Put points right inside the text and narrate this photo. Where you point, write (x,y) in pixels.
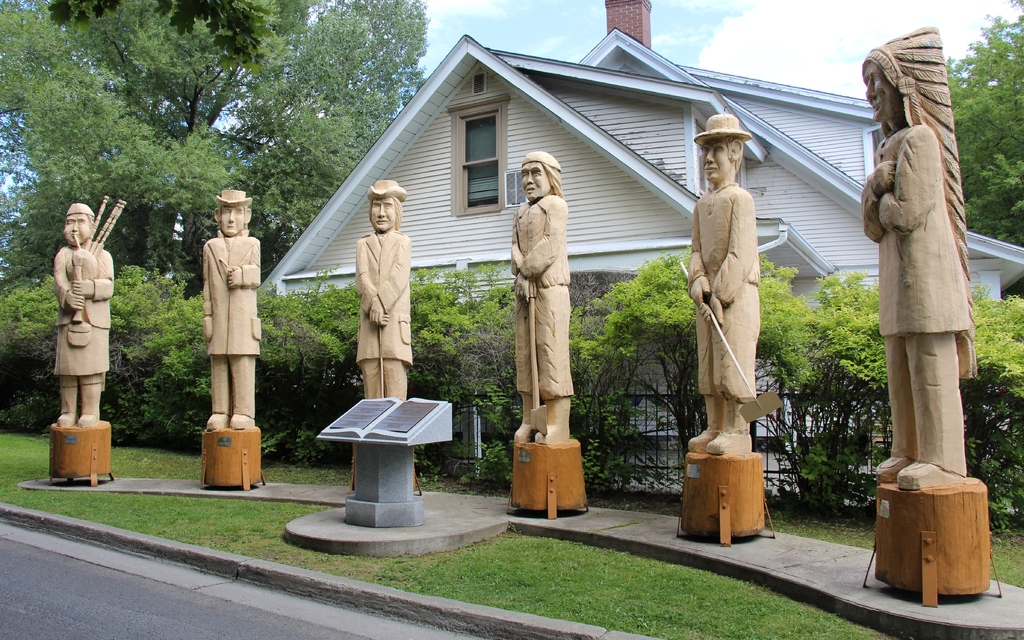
In this picture, we see the wood carved statues (524,317). In the middle of the picture (370,401), we see a stone carved table (377,456) on which a book (392,415) is placed. At the bottom (209,592), we see the grass (499,585) and the pavement (254,616). Behind the statues (400,369), we see the railing (655,404) and a building (636,96) in white color. There are trees (197,124) in the background (390,120). At the top (525,47), we see the sky (578,47) and the clouds (728,63).
